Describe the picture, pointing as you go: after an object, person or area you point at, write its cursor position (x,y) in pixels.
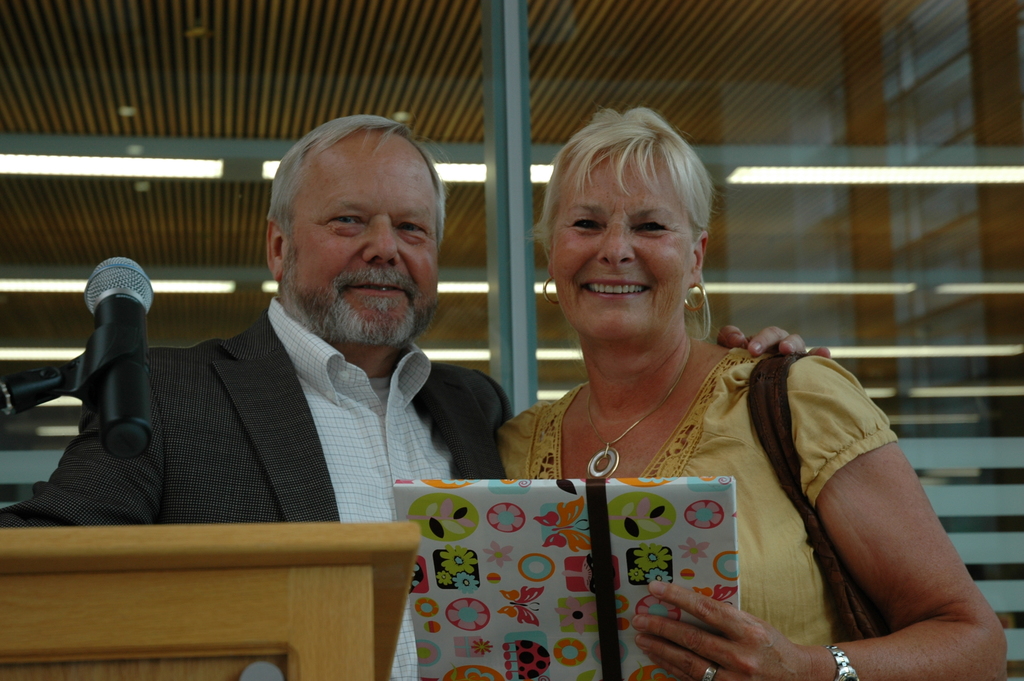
In this image we can see two persons (551,450) wearing black and yellow color dress (471,425) respectively hugging each other standing behind wooden block (36,560) and there is microphone (142,317) on it, person (760,522) wearing yellow color dress (743,515) carrying bag (867,608), holding some object (529,549) in her hands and at the background of the image (233,54) there is sheet (591,49).
